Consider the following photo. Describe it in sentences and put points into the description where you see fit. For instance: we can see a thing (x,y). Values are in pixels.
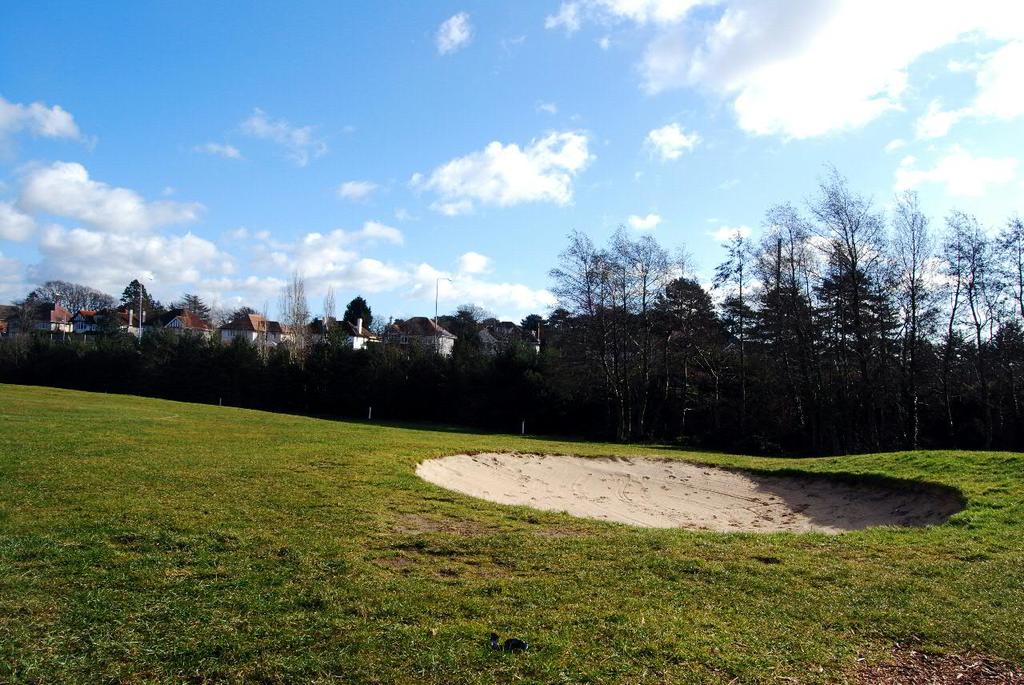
In this picture I can observe some grass (254,545) on the ground (516,458). There are some trees (462,399). In the background (191,327) there are houses (200,326) and a sky (510,155) with some clouds (818,121).
